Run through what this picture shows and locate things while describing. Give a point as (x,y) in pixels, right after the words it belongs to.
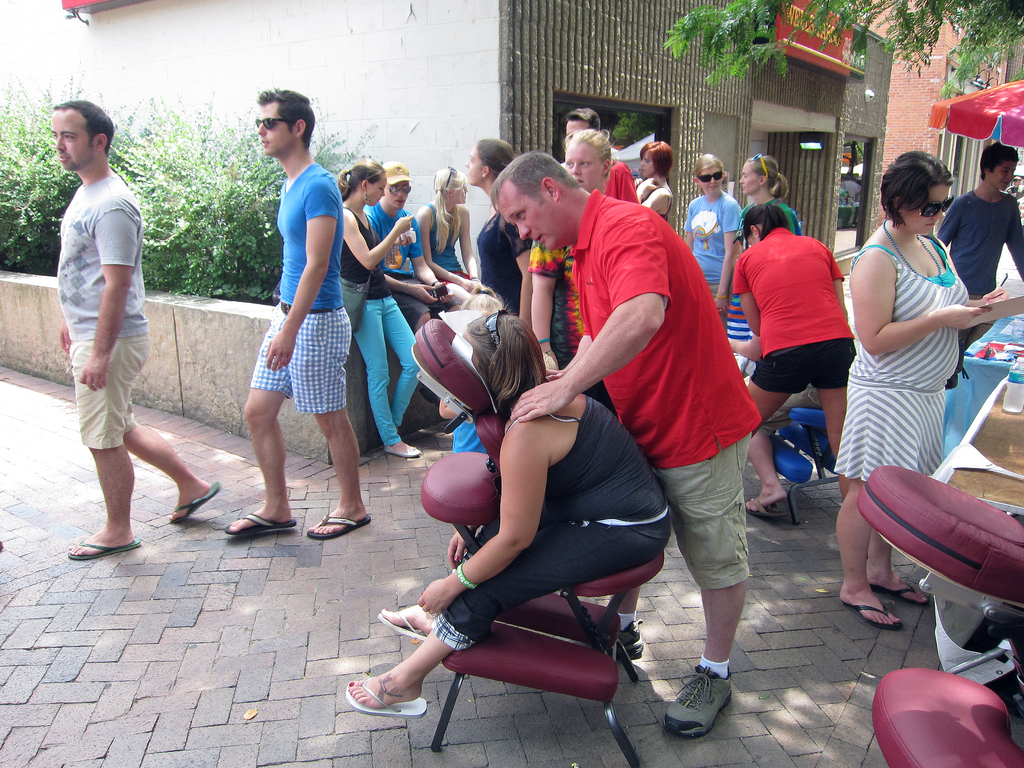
In this image there is a person (538,538) sitting on the chair (611,581). A person (657,404) wearing a red T-shirt (705,414) is standing and he is holding a person shoulder (541,435). Few persons (463,277) are sitting on the wall (34,337). Left side (272,375) two persons (132,372) are walking on the floor (232,660). Right side (989,266) few persons (748,286) are standing on the floor (760,535). Right side (998,450) there are two tables (1000,463) having a bottle (1011,399) and few objects (1010,361) on it. There is an umbrella (1005,89) and a tree (969,63) at the right side of the image (992,49). Left side (7,268) there are few plants (209,224) behind the wall (161,390). Background (851,157) there are few buildings (464,102).
